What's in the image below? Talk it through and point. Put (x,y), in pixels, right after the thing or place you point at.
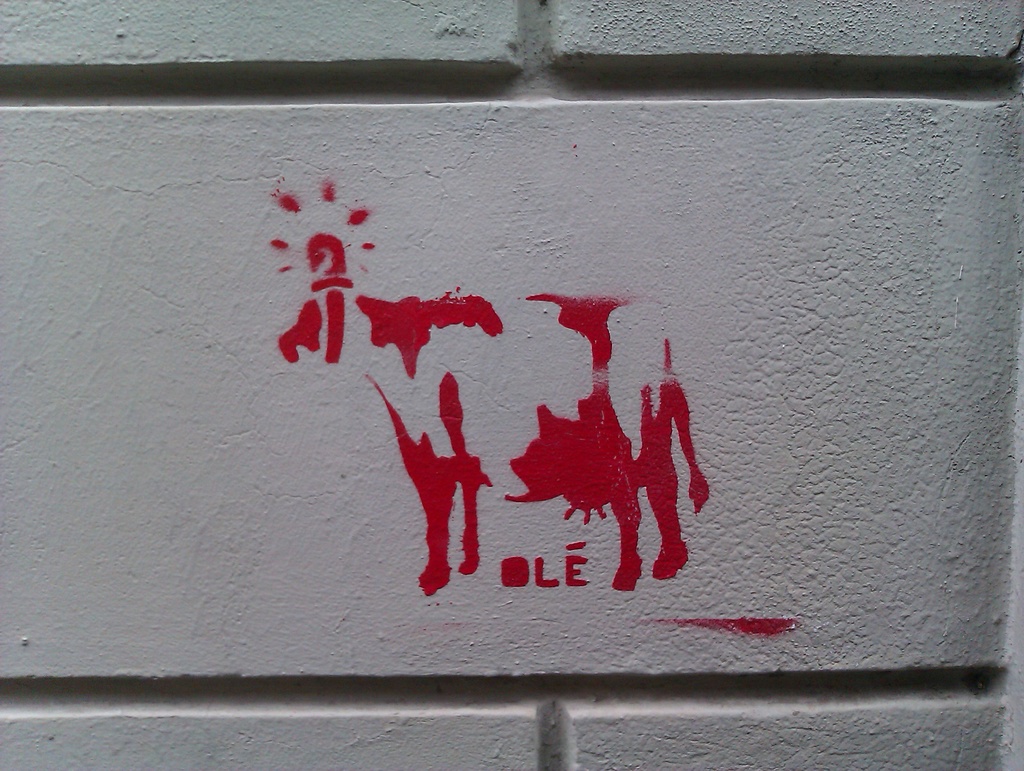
In the picture we can see a part of the wall (783,697), on it we can see a painting (590,450) of the cow (578,447) which is red in color.
